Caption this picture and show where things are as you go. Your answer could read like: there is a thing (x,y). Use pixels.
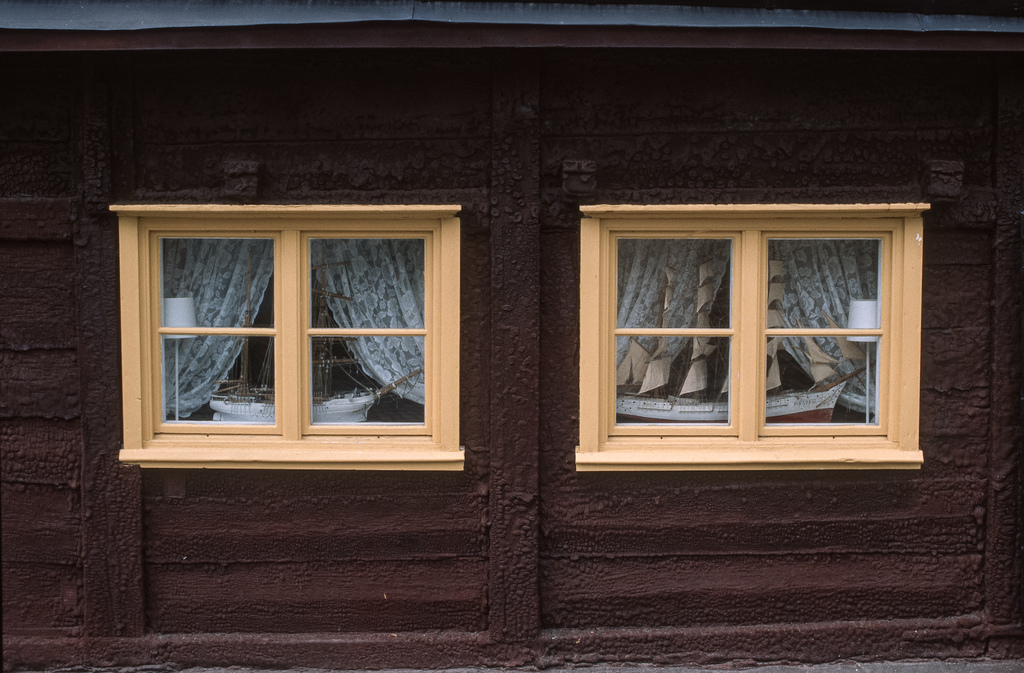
In this image in the center (584,370) there are two windows (754,368) and curtains (843,367), and there are through the windows (799,376) we could see boats (353,392), lamp (864,338) and in the background (276,123) it looks like a wall (571,262). And at the top of the image (188,22) there is a roof (955,19).
